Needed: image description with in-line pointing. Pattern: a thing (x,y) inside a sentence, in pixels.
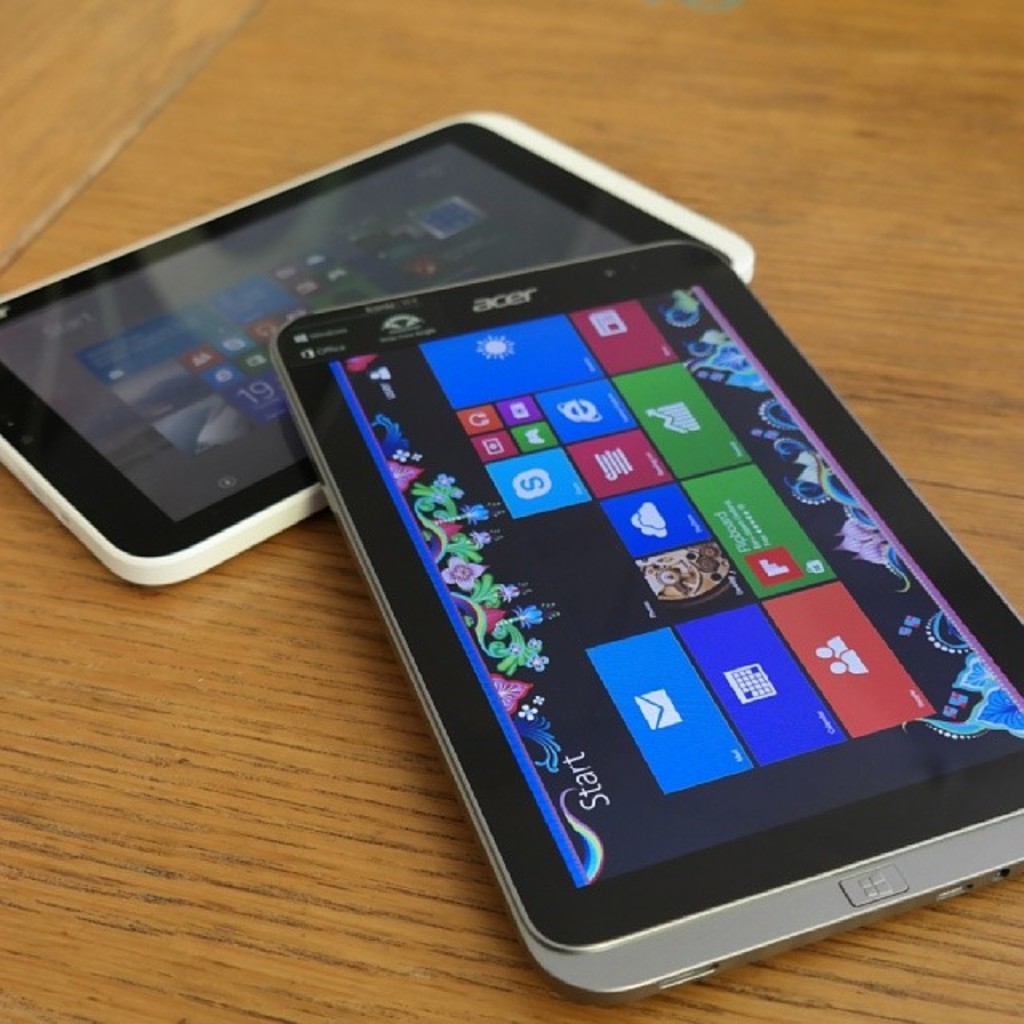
This image consists of tablets (516,455) kept on a table (159,927). The table (270,825) is made up of wood (58,808).
